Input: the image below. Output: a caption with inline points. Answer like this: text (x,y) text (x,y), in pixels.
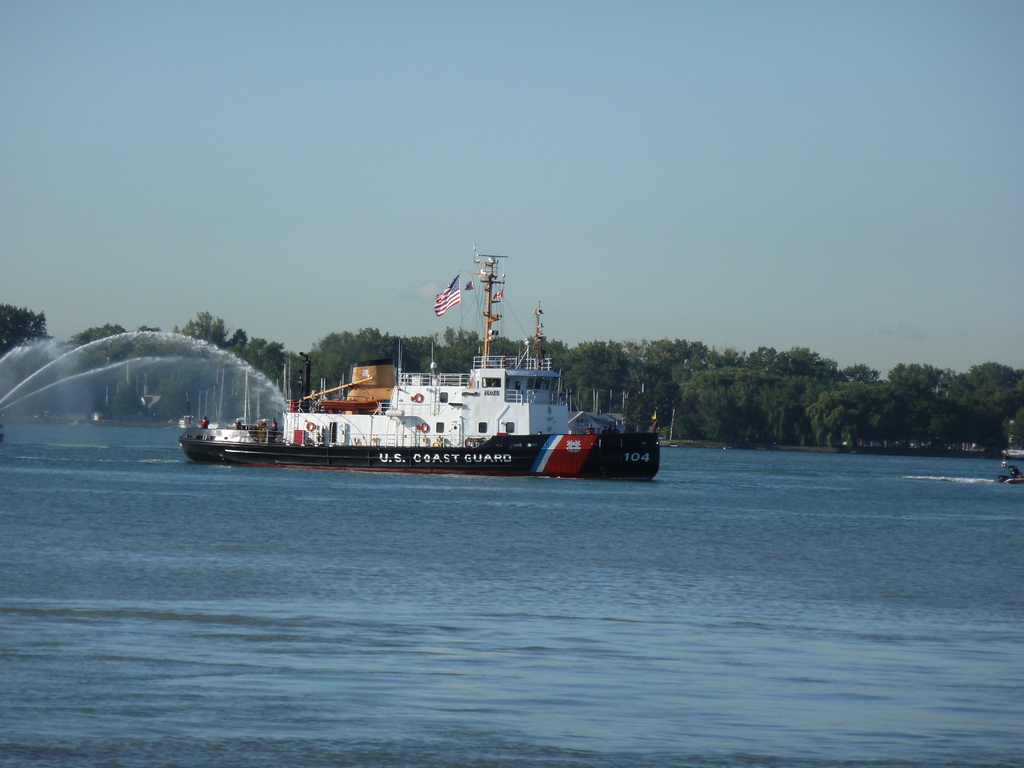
In this image there is a ship (543,437) on the surface of the water (481,566). In the background (18,336) there are many trees (919,399). At the top (751,155) there is sky (515,96). Flag (443,308) is also visible in this image.
